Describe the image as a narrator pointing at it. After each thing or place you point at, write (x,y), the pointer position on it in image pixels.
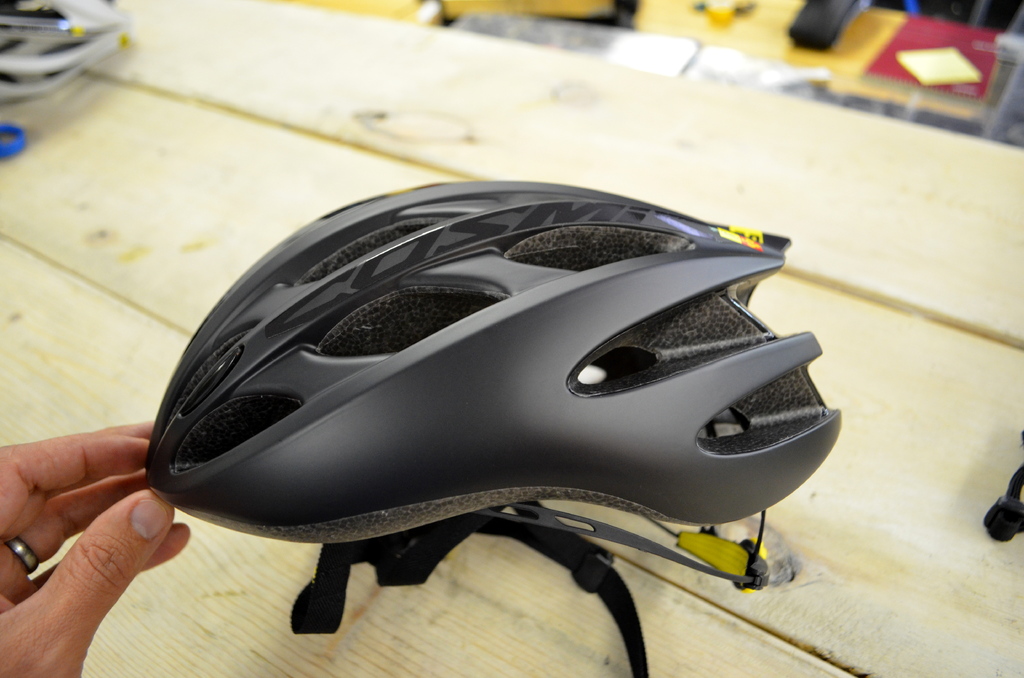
In the picture I can see a black color helmet (507,380) and some other objects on a wooden table (98,214). I can also see a person's hand (95,570).
